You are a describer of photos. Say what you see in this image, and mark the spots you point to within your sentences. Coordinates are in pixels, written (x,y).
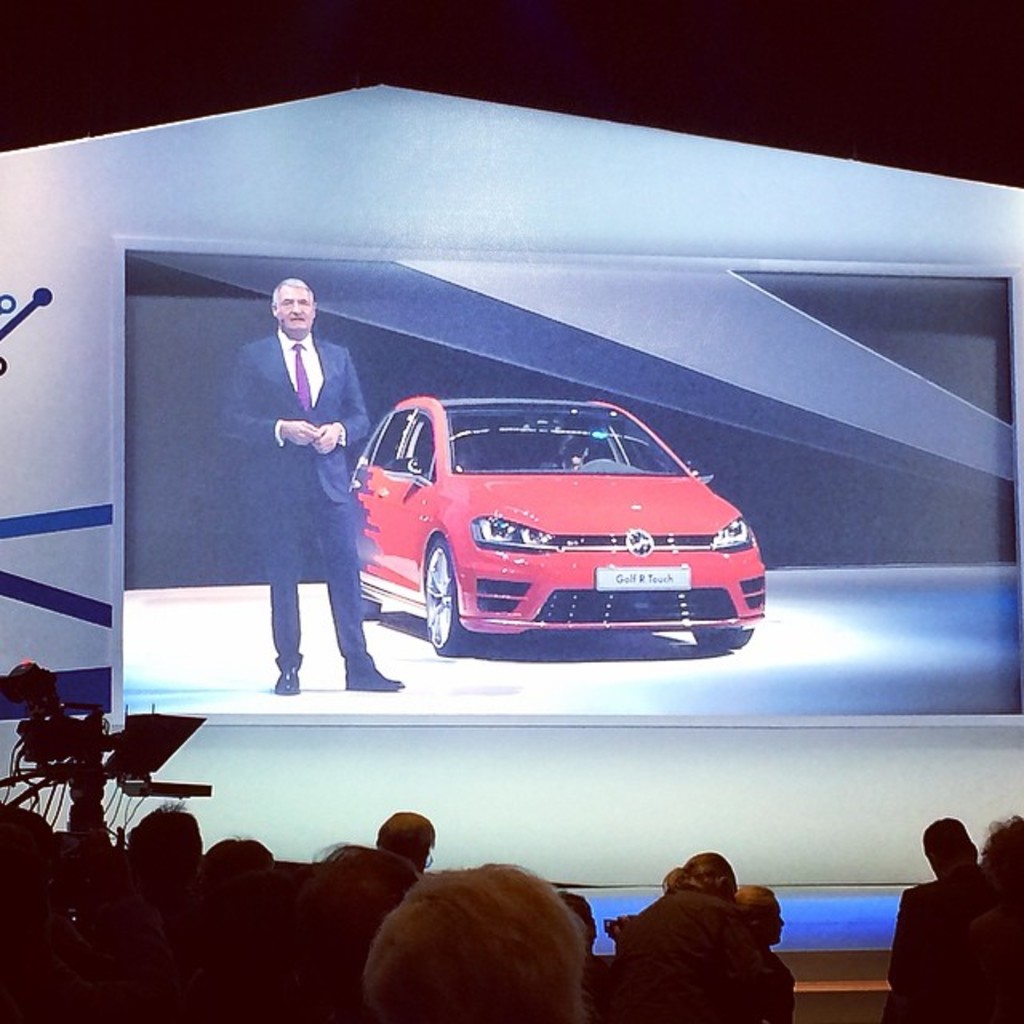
In the picture there is a huge picture (397,389) of a car (600,492) and a man (298,530) is standing beside the car (523,507), in front of that image (256,560) there are cameras (95,760) and many people (544,891) were gathered in a hall (613,913).
